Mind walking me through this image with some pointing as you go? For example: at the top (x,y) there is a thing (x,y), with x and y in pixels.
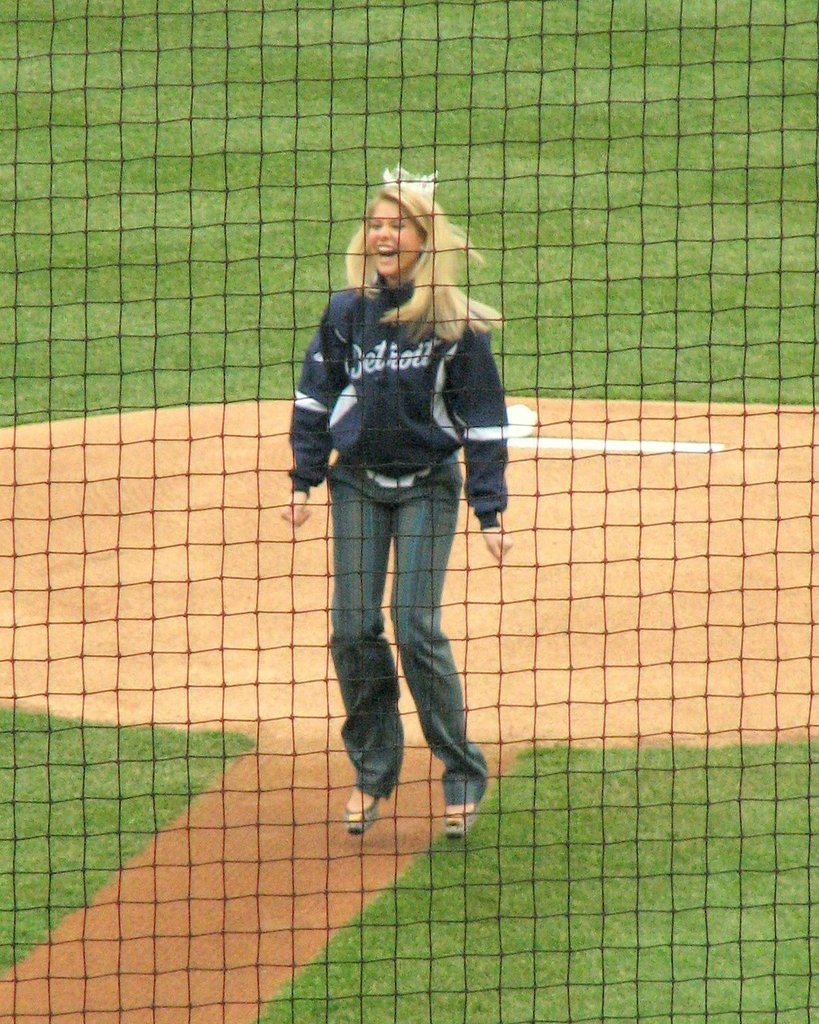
In the picture we can see a net (88,941) from it, we can see a woman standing and laughing and besides her we can see a grass surface (304,1017).
